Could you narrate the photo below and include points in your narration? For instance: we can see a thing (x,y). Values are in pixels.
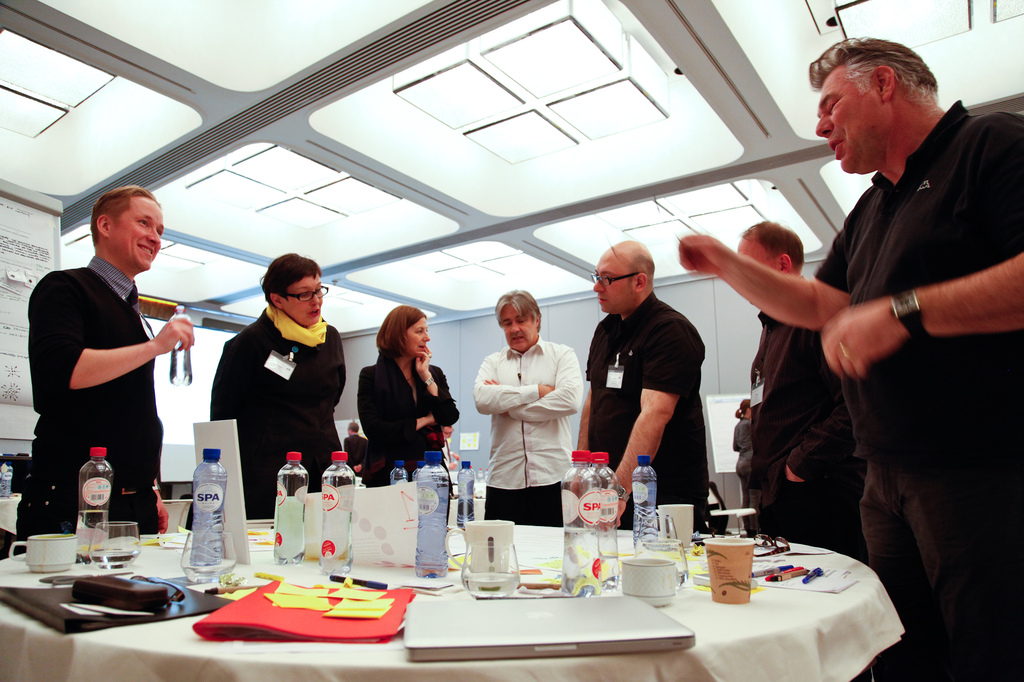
In this image few people (601,339) are standing. On the table (718,611) there is a laptop (614,612), cup (647,576), water bottles (443,547), file paper (268,624), pen (782,574).
